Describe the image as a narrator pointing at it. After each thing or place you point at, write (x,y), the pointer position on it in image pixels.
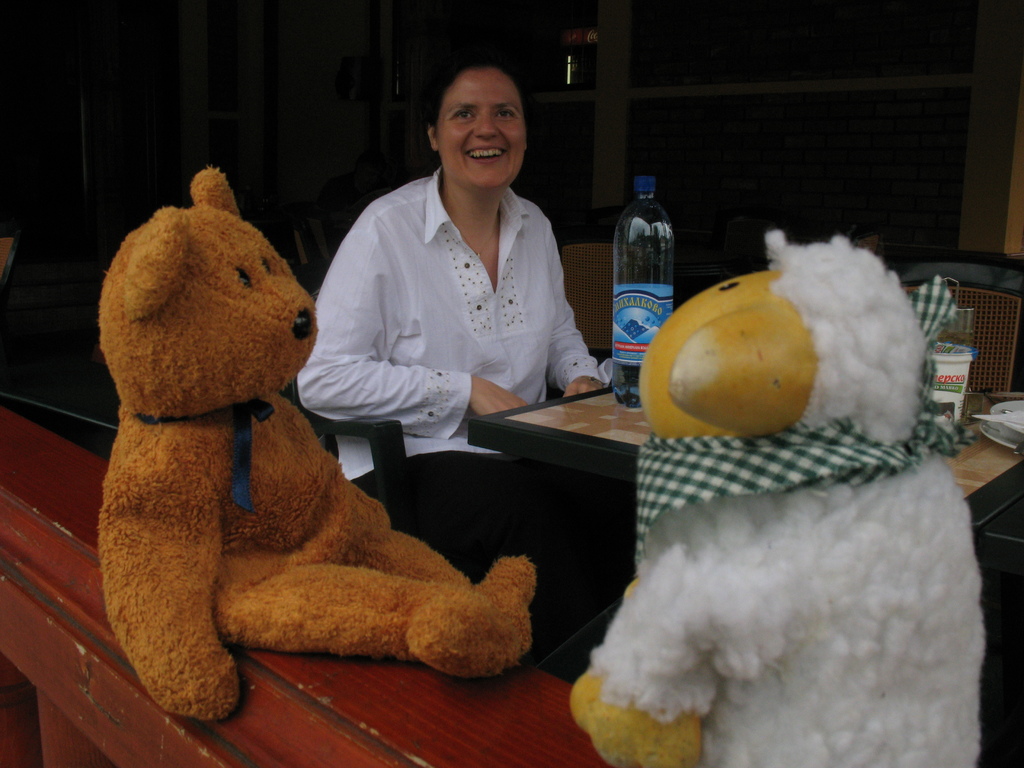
In this picture I can observe a woman (426,345) sitting on the chair (383,440) in the middle of the picture (404,389). She is smiling. I can observe a teddy bear (163,387) and a sheep toy (836,719) in front of her. The background (210,117) is dark.
